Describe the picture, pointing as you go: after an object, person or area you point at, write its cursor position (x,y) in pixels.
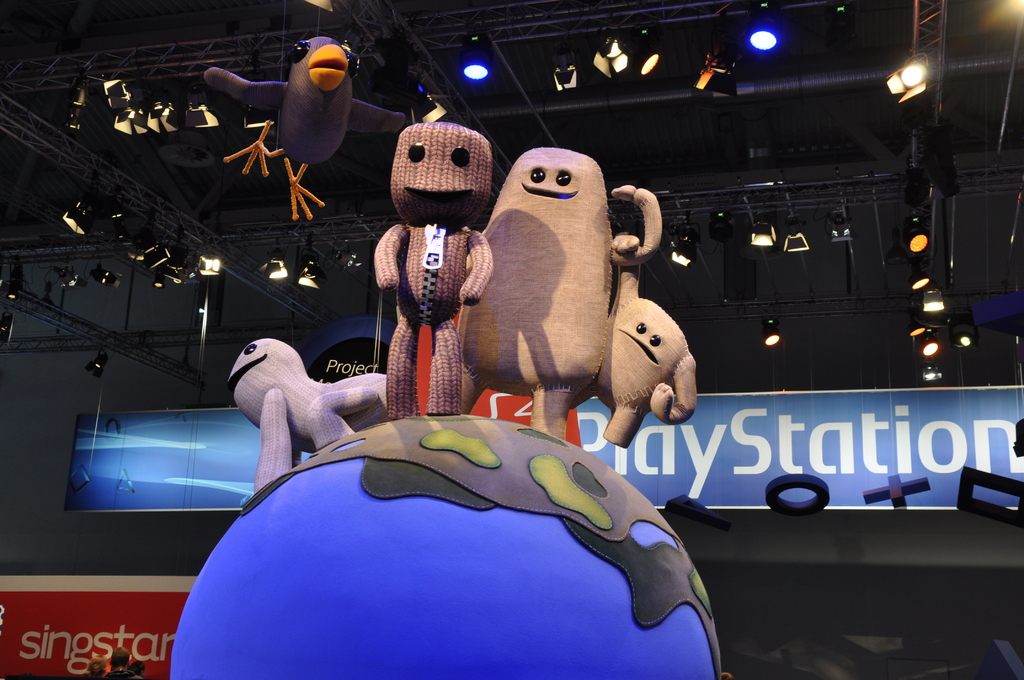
In this image, we can see toys (388,390) and some are on the globe (390,525). In the background (114,620), there are people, boards (111,634), lights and there are rods (616,212).
